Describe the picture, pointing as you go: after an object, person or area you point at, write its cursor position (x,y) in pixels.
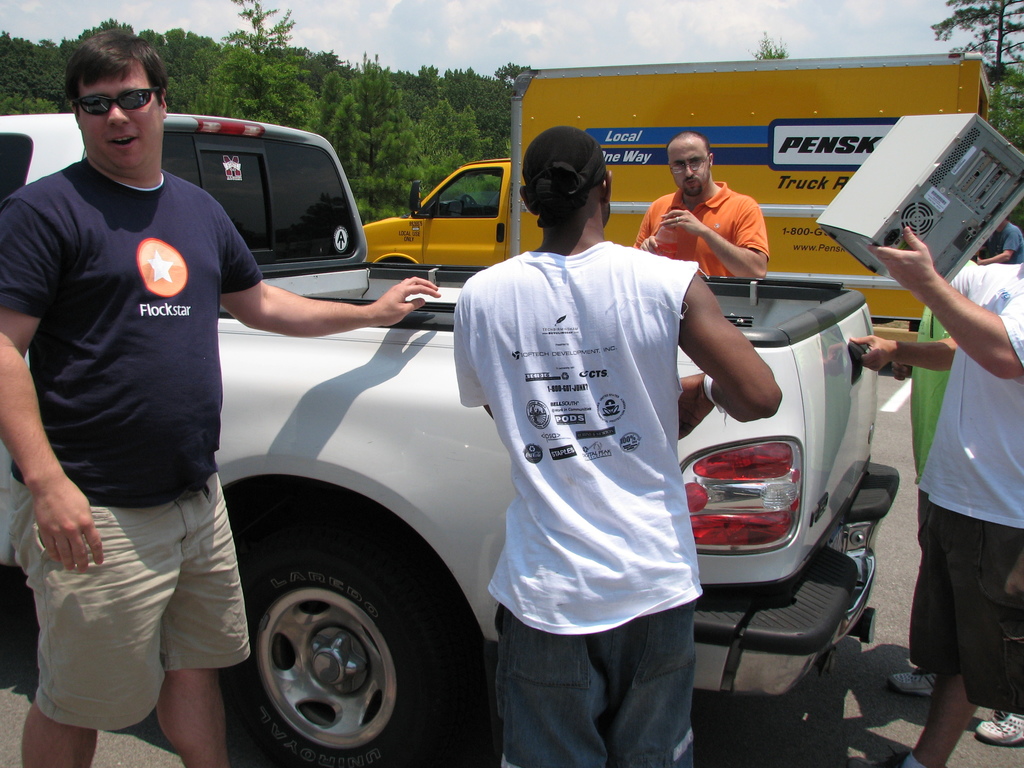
In this image we can see a few people (586,391), among them some people (739,227) are holding the objects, there are some vehicles (611,206) and trees (243,99), in the background (490,21) we can see the sky (499,40) with clouds (504,23).
